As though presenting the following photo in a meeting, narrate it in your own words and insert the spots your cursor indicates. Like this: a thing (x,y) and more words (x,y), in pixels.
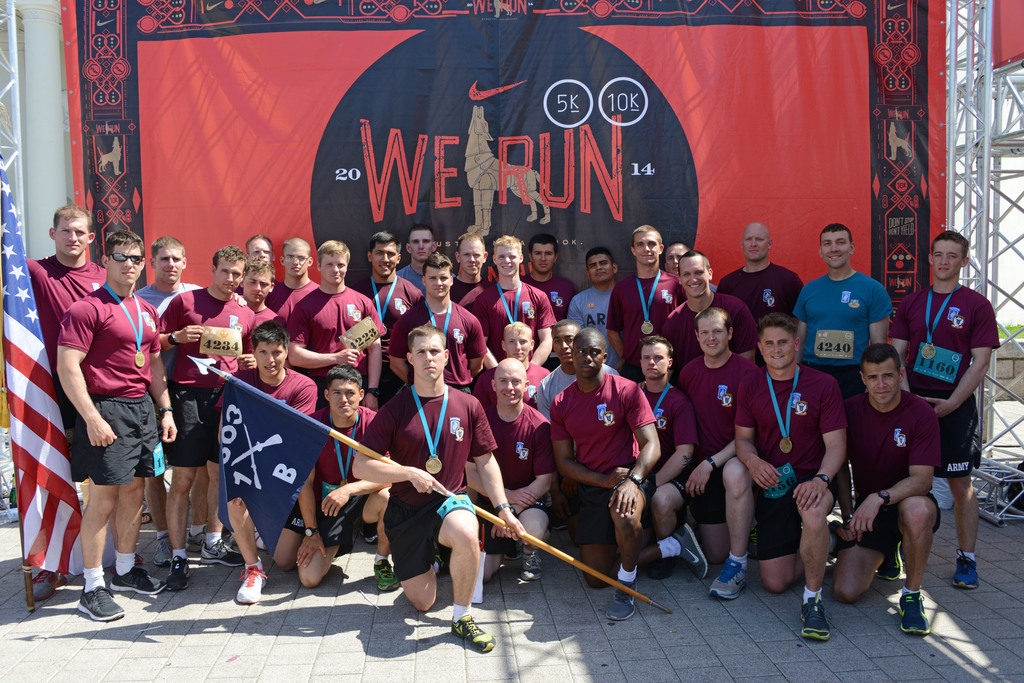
Here I can see few men (113,342) wearing t-shirts (82,331), shorts (608,510), shoes (686,524) and giving pose for the picture. In the front (429,578) a man (426,588) is sitting on the knees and holding a flag (291,436) in the hands (414,474). On the left side (23,431), I can see another flag (31,409). At the back of these people (830,324) there is a red color banner (306,132) on which I can see some text (445,199). On the right side (984,167) there is a pole (983,189).
